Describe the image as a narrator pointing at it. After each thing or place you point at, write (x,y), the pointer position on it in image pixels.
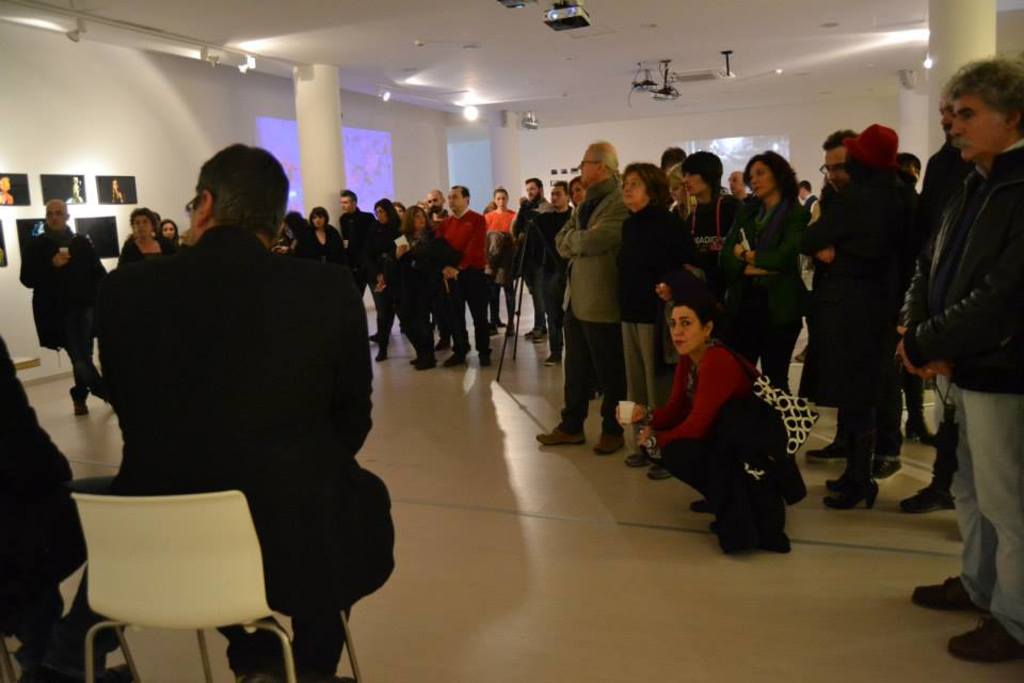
I can see a man (201,472) sitting on the chair (205,596) and group of people (468,258) standing. Photo frame (79,187) are attached to the wall (72,163). I can see a pillar (317,153). These are the projectors (575,19) which are attached to the rooftop (765,28). I can see a woman (706,393) sitting wearing a handbag (791,410).
